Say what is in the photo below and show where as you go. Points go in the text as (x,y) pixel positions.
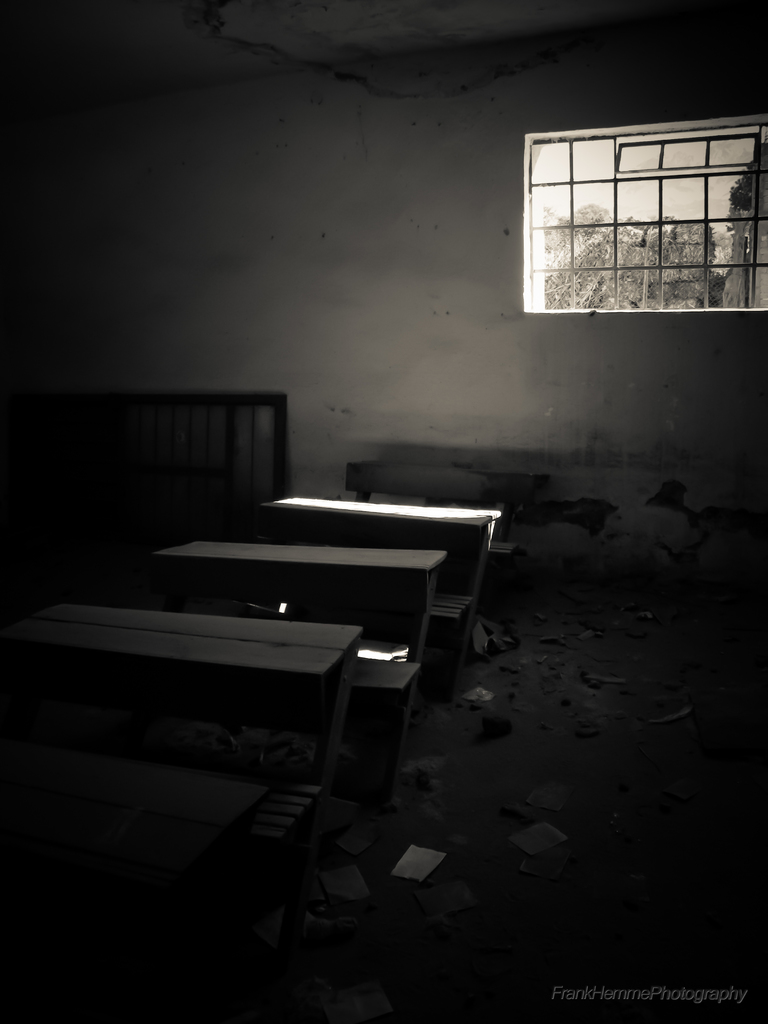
This is the inside picture of the room (417,589). In this image there are benches (350,670), tables (326,664). In the top right of the image (622,248) there is a window (619,310). There is a wall (356,204). At the bottom of the image (447,913) there are few objects (590,685).
